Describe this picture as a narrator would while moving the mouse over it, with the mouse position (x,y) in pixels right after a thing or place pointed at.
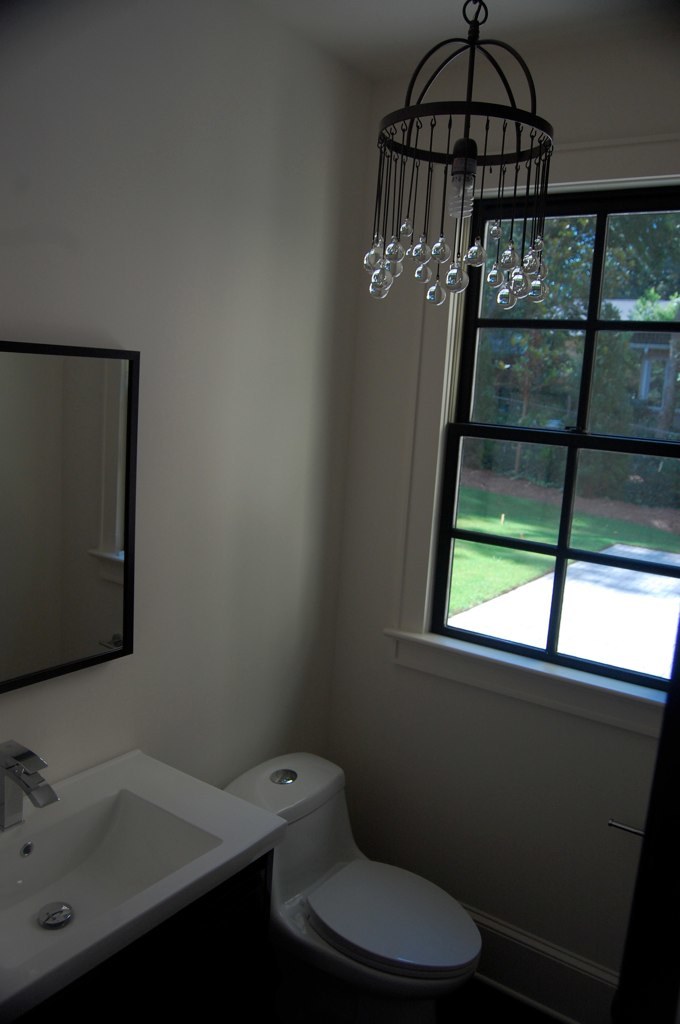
This image is clicked in washroom (371,673). There is a window (559,448) on the right side (551,509). There are lights (382,149) at the top (521,298). There is a mirror (97,480) on the left side (105,662). There is a wash basin (38,898) and toilet (332,878) at the bottom (385,937).
